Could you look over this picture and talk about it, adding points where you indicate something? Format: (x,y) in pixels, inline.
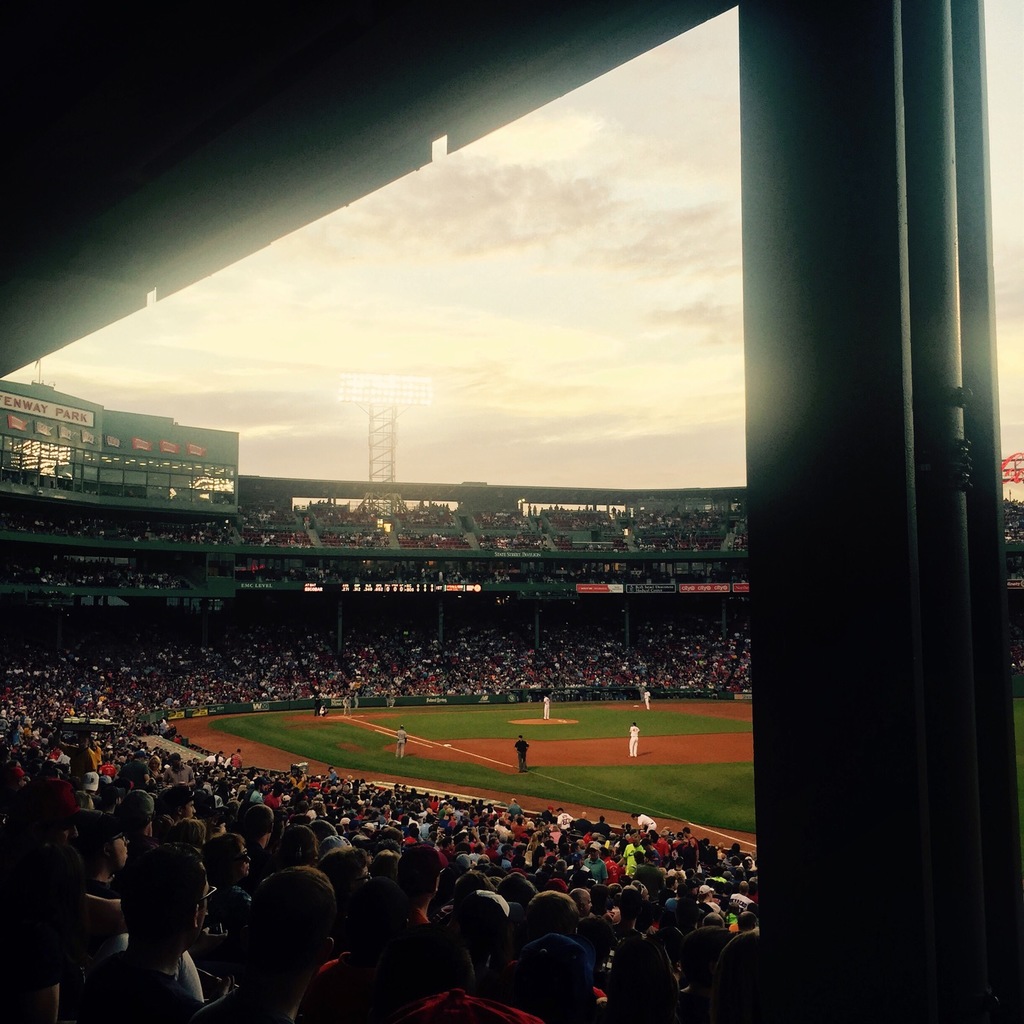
In the image we can see there are many people (304,913) wearing clothes (252,866) and they are sitting. This is a stadium (954,1012), ground (700,786), on the ground (700,812) there are people (633,749) playing, this is a pole (789,804), grass (601,778), lights (373,392) and a cloudy sky (399,355).
